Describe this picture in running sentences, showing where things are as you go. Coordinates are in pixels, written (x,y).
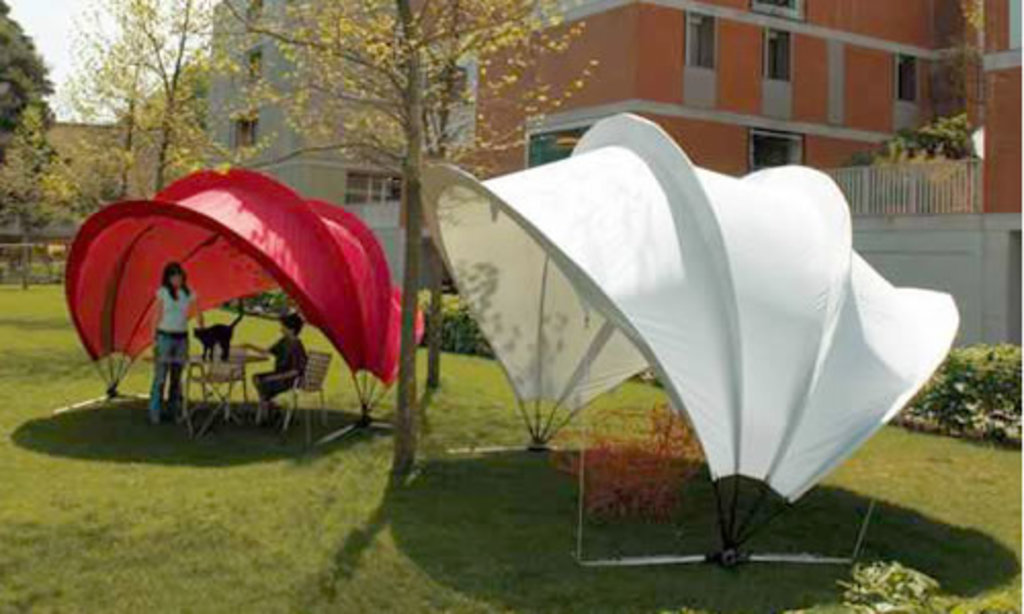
In the image is a garden (343,596) and in that garden (33,455) there are two objects (509,250) they are looking like some shelters (617,240) and under one of that object (216,275) there is a table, two people (166,309) and there is an animal (224,328) standing on the table (232,354). There are few trees (400,136) in the garden (248,330) and in the background (714,160) there is a building (732,159).
